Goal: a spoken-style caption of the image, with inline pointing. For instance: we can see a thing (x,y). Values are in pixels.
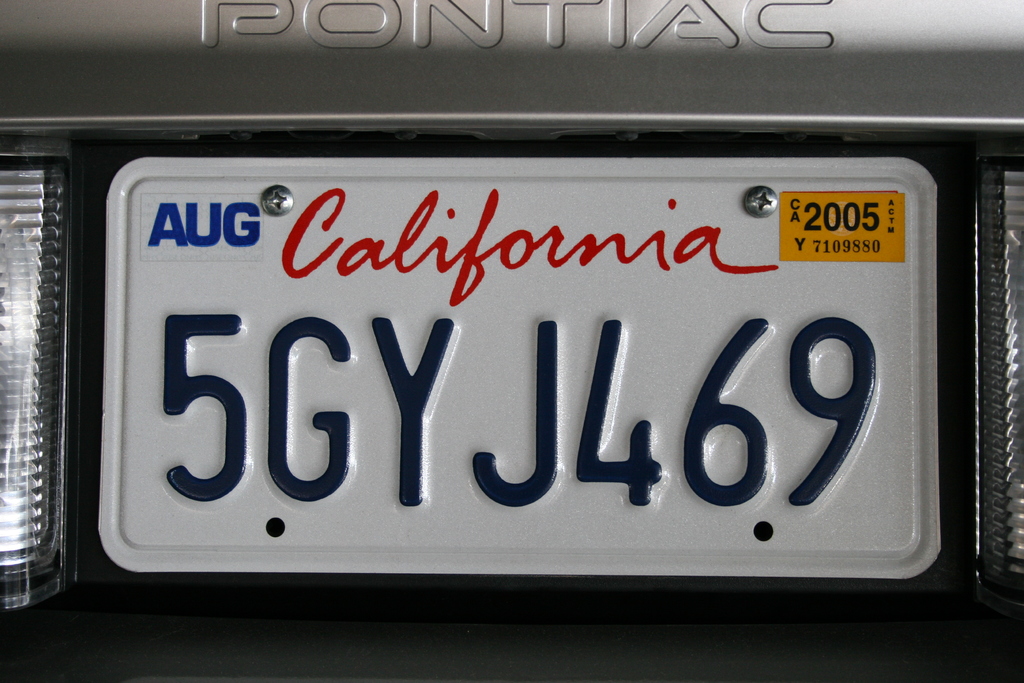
In this image I can see a vehicle's rear lights (1013,439) and a number plate (595,563). This image is taken may be on the road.
